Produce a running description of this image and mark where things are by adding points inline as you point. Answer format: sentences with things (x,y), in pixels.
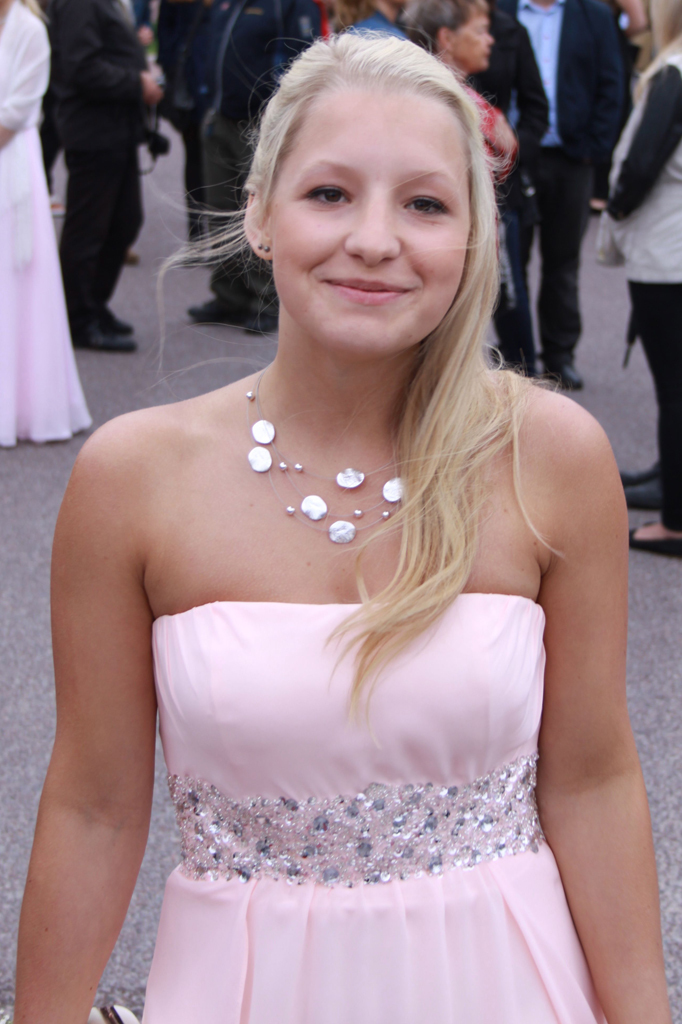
This image is taken outdoors. In the background (207,178) a few people (42,308) are standing on the road (150,244). In the middle of the image (368,523) a woman (358,743) is standing on the road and she is with a smiling face (340,247).
